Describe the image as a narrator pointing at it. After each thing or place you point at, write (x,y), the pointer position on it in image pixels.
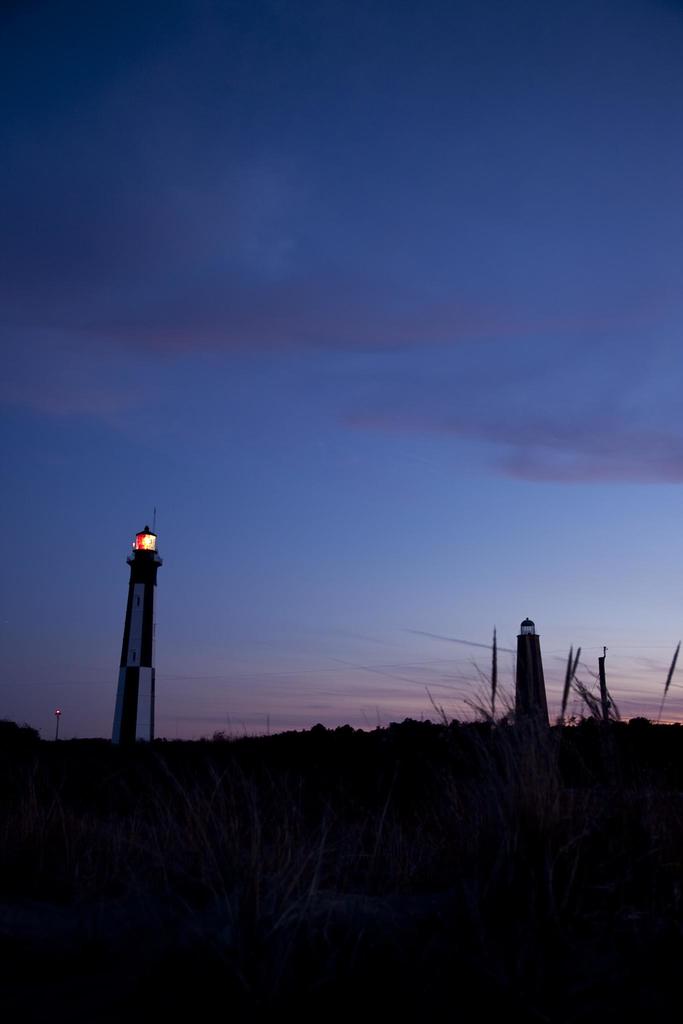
In this image, we can see a beautiful sky (282,505) and there are lighthouses (151,692) among them we can see light (154,549) from one of the light house (133,683).
